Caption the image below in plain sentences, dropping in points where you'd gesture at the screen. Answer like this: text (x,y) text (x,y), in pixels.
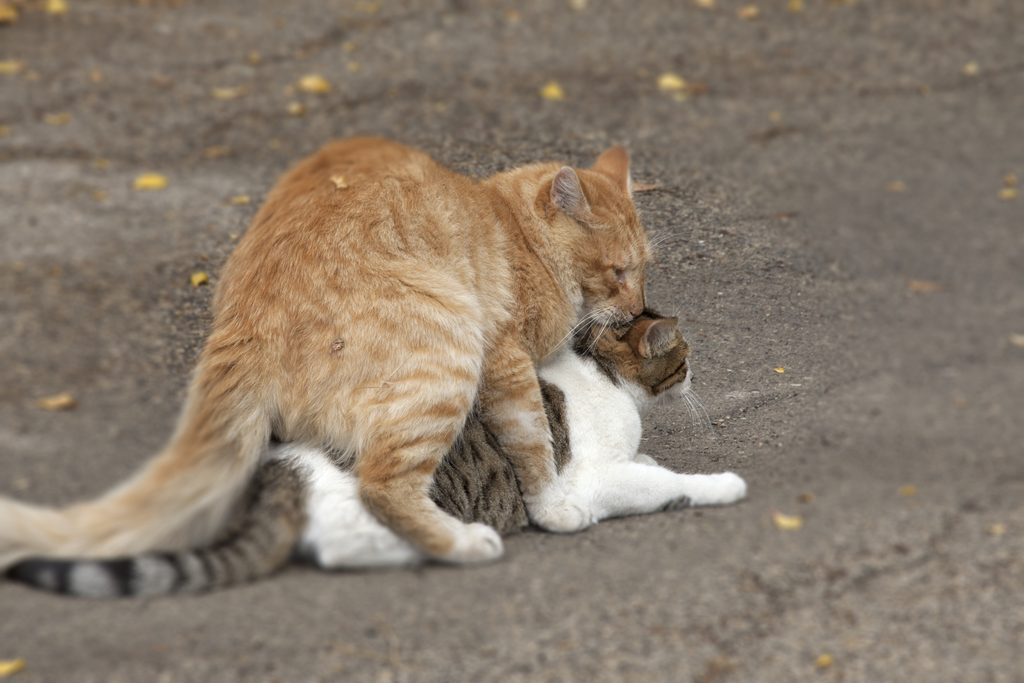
In this picture there are two cats (608,363) in the center of the image (639,290) one above the other.
